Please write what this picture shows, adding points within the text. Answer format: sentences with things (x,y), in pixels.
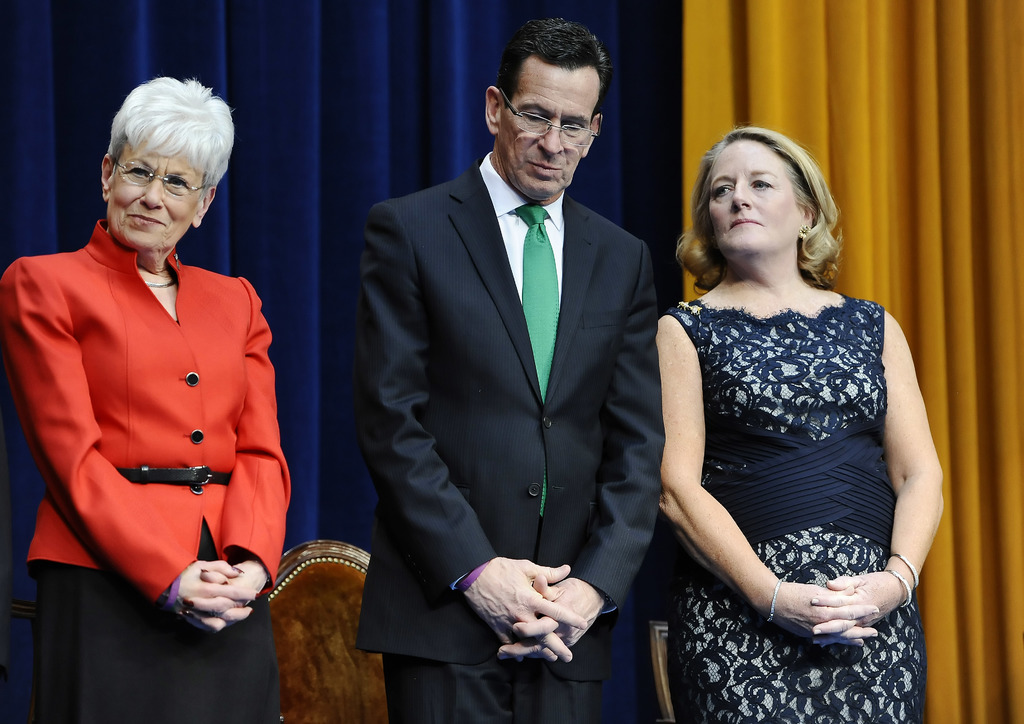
In the image in the center (402,369) we can see three persons (45,468) were standing. And the left side woman (171,438) is smiling, which we can see on her face (146,238). In the background (870,144) we can see curtains (251,174) and chairs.
